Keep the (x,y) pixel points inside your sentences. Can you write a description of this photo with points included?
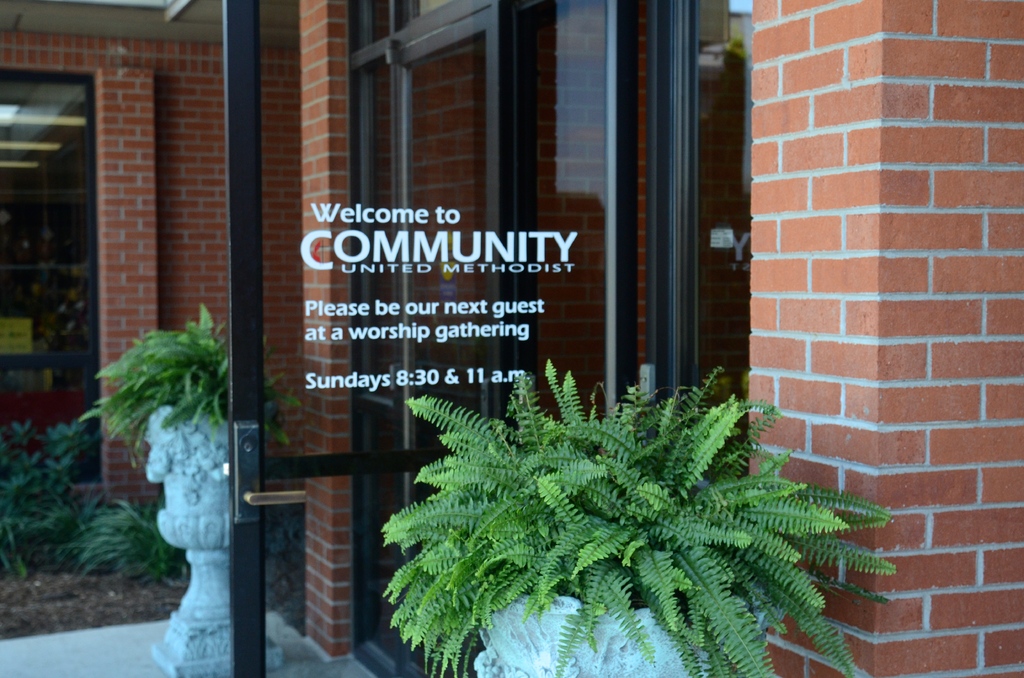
In this image there are plants (558,486) in the pots (704,653), door (522,101), there are some words (390,242) and numbers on the door (254,293), lights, board (24,337), wall (116,297).
